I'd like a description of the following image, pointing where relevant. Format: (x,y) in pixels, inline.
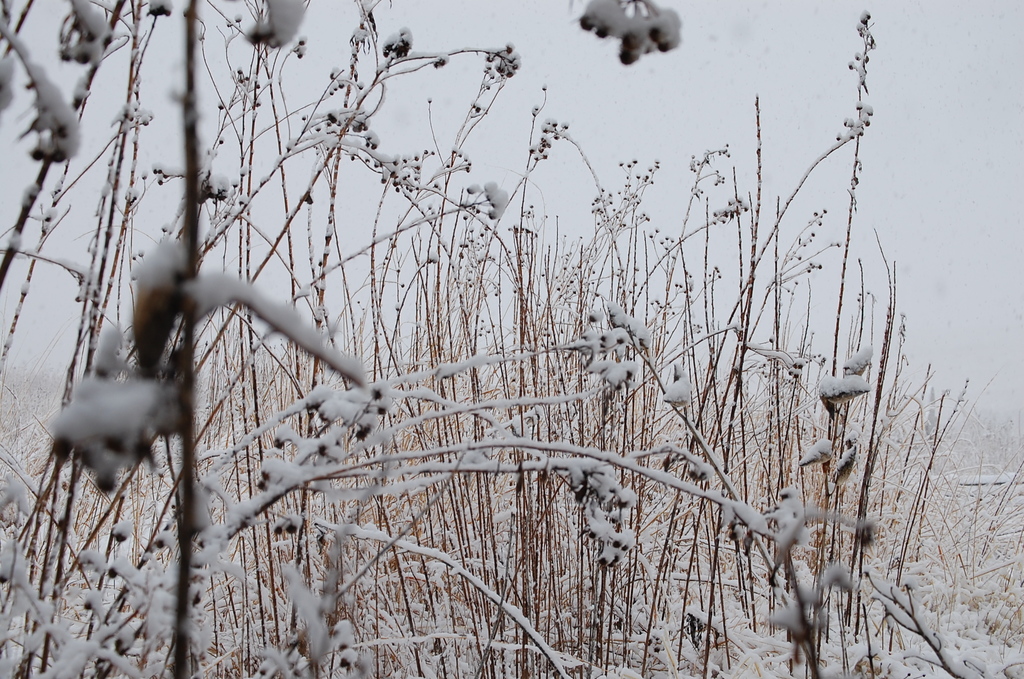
Here we can see plants (819,409) covered with snow (121,338). In the background (792,213) there is sky (919,282).
